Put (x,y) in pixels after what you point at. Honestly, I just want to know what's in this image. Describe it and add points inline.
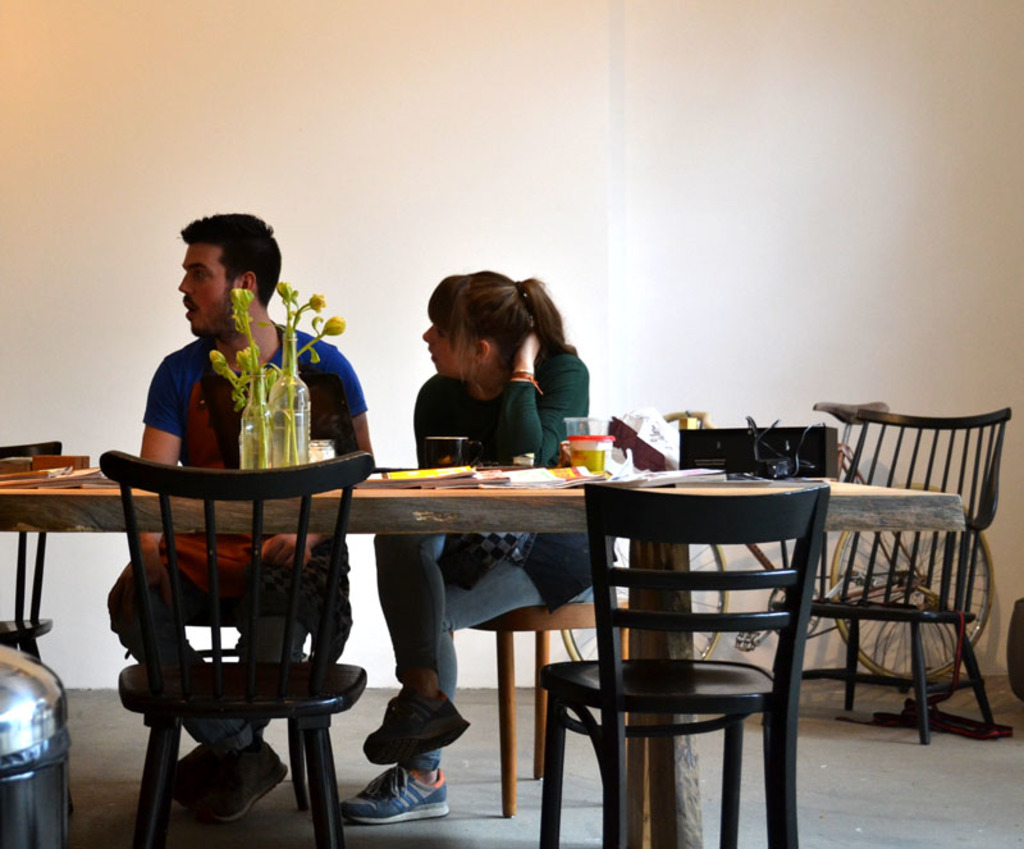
In the picture we can see a man (211,413) and a girl (381,750) sitting on the chairs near the table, at the table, we can see a flower vase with flowers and beside it, we can see some cups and books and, beside them, we can see some chairs (245,681) and a bicycle (893,588) which is placed near the wall (836,193), and the wall (534,87) is white in color.
